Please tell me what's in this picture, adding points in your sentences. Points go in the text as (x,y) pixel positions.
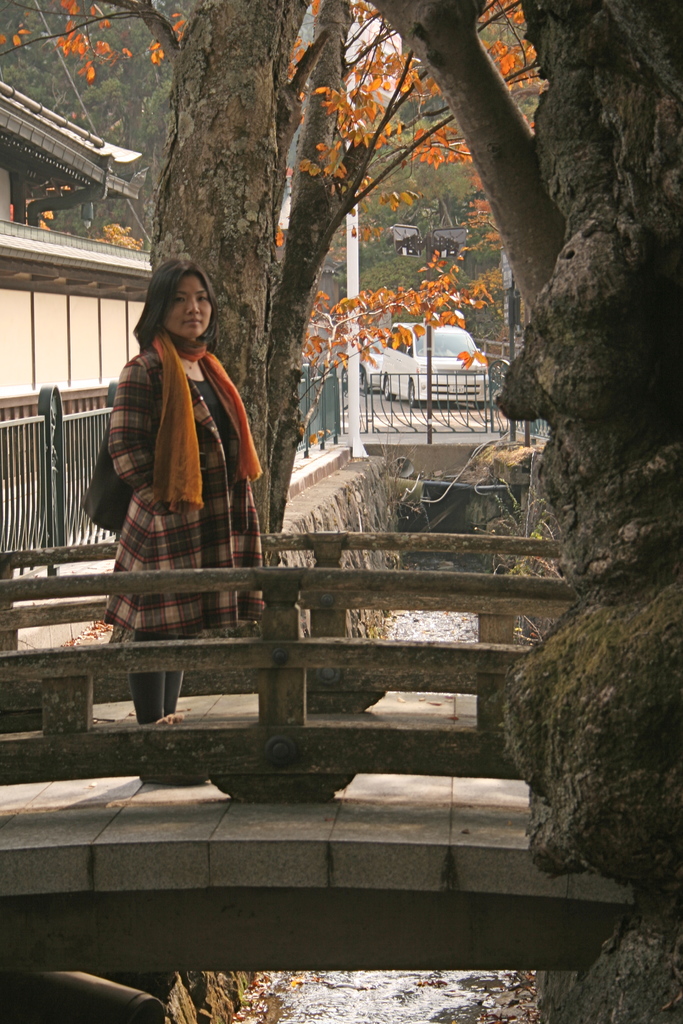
In this picture I can observe a woman (169,421) standing on the bridge (253,737) on the left side (151,410). Under the bridge (463,662) I can observe drainage (365,974). In the background (234,294) I can observe trees (342,12).
